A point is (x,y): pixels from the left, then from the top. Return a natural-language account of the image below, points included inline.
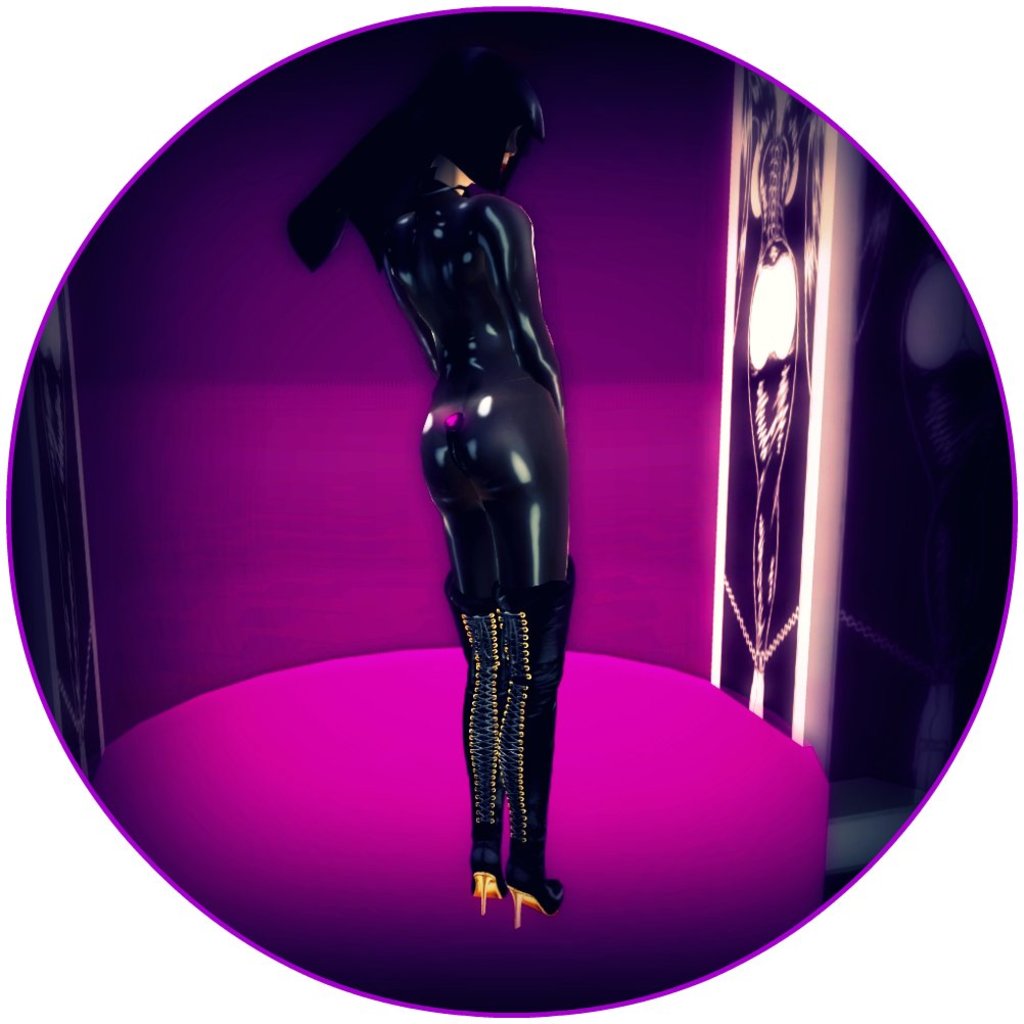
In this image I see a mannequin of a woman (404,232) and I see it is of black in color and I see it is pink in the background (272,240).
